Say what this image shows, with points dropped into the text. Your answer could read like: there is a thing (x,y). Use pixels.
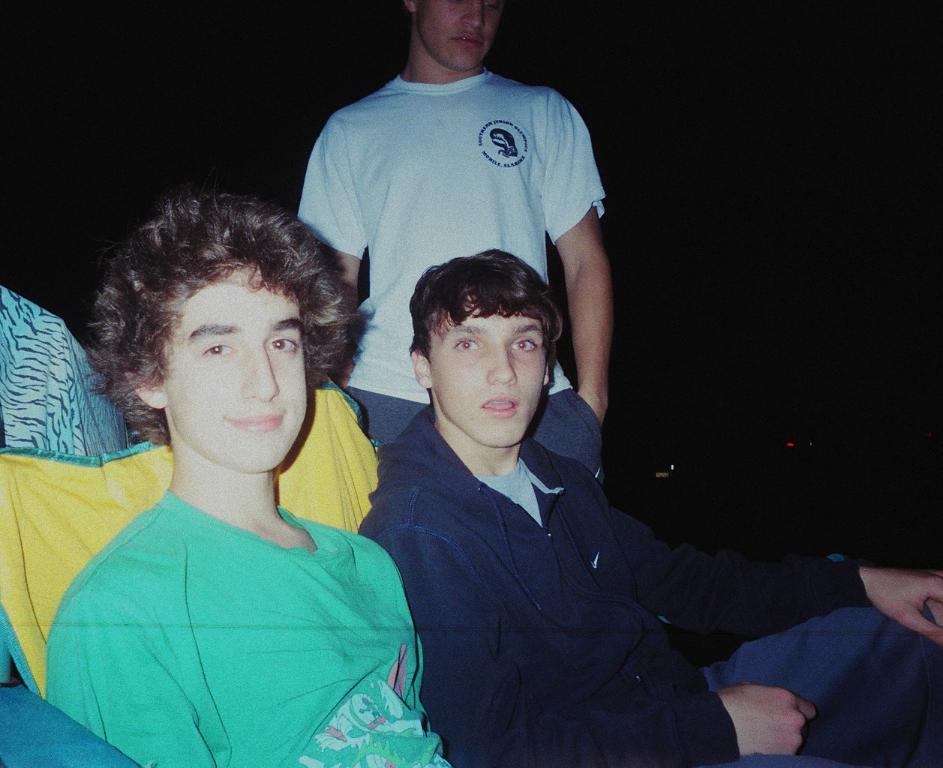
In this image the background (759,327) is dark. On the left side of the image (205,423) a boy (128,549) is sitting on the chair (53,533) and there is another person (49,348). In the middle of the image (516,447) a boy (508,485) is sitting on the chair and another boy (397,230) is standing.
